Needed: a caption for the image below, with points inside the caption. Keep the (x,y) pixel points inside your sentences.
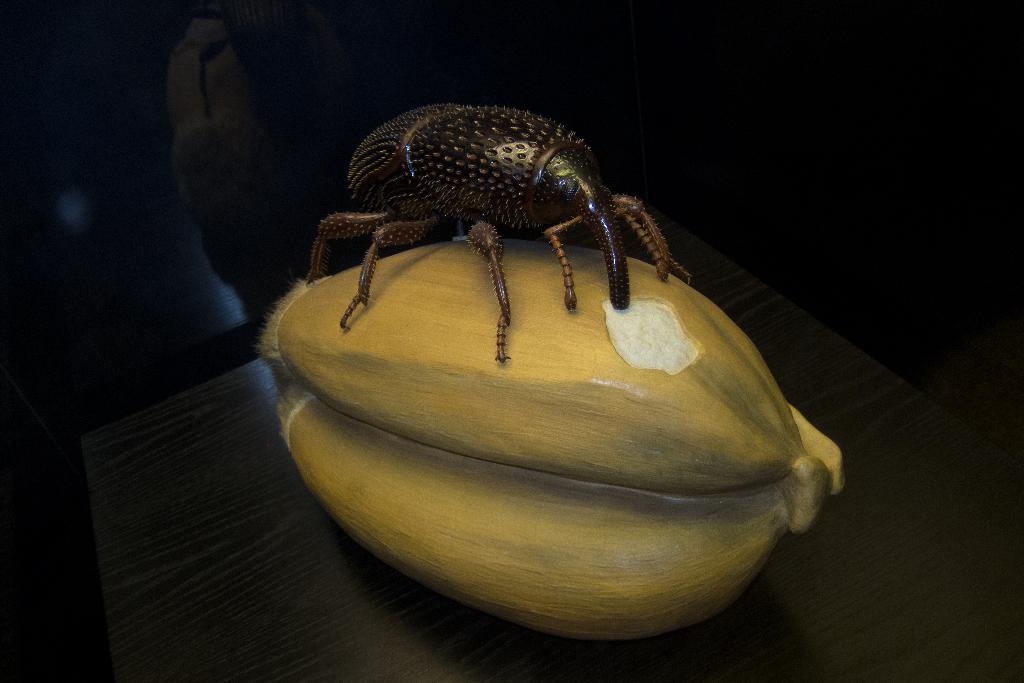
In this image there is a table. On top of it there is a depiction of an insect (544,236) on some object (604,443). Behind the table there is a dark background (596,38).
